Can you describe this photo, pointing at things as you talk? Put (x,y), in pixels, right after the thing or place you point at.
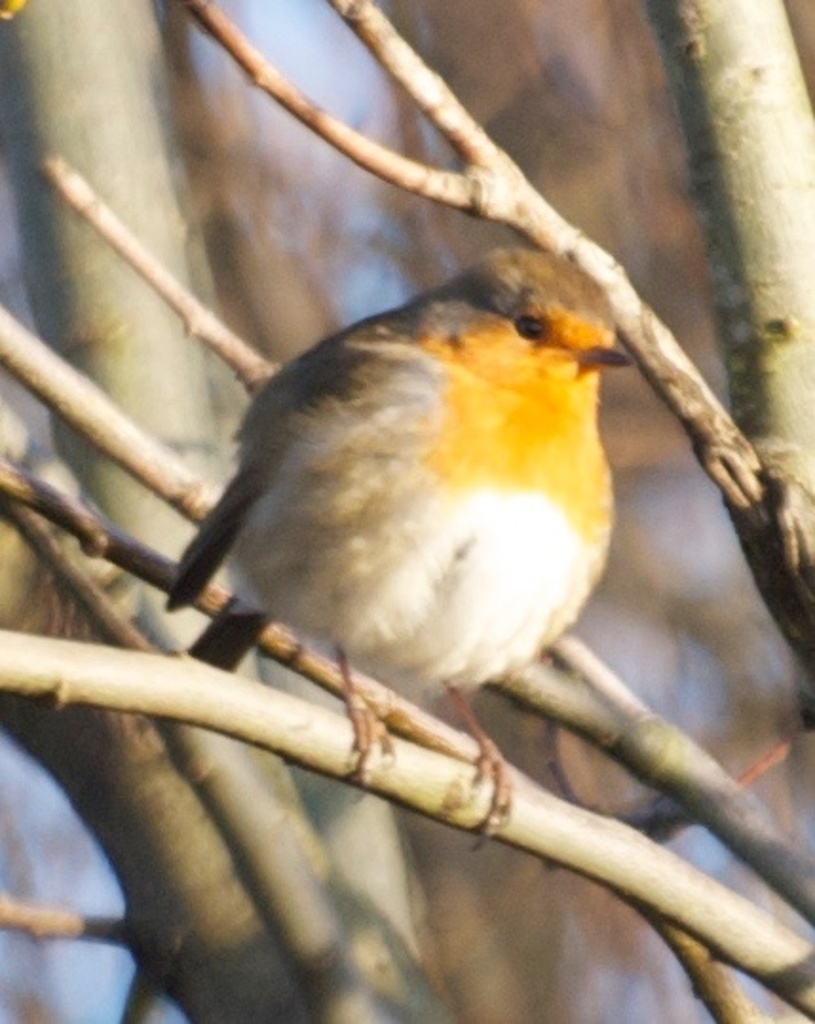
In the center of the image (467,504) we can see bird (457,697) on the tree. In the background (535,155) there are trees (122,174).
